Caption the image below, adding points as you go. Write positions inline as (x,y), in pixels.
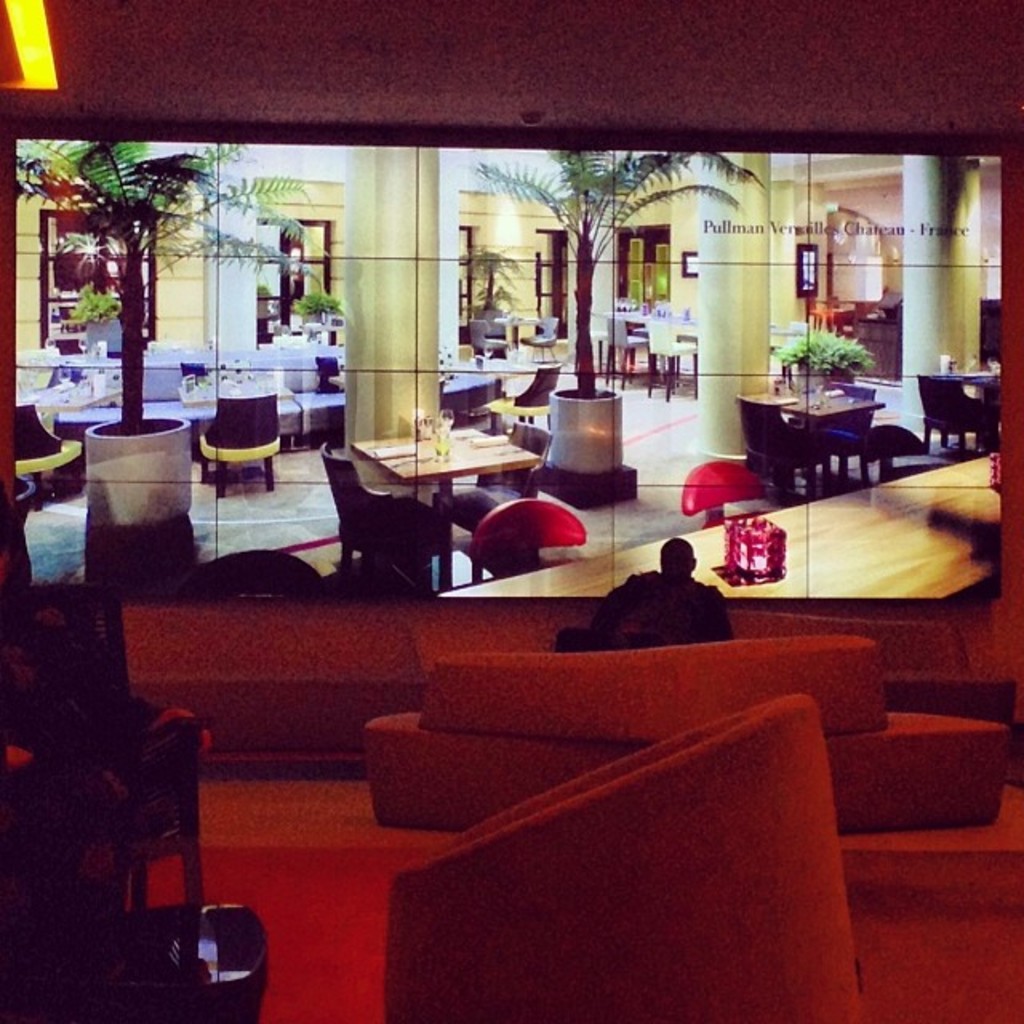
There is a person (665,586) sitting in front of a picture (495,336).
